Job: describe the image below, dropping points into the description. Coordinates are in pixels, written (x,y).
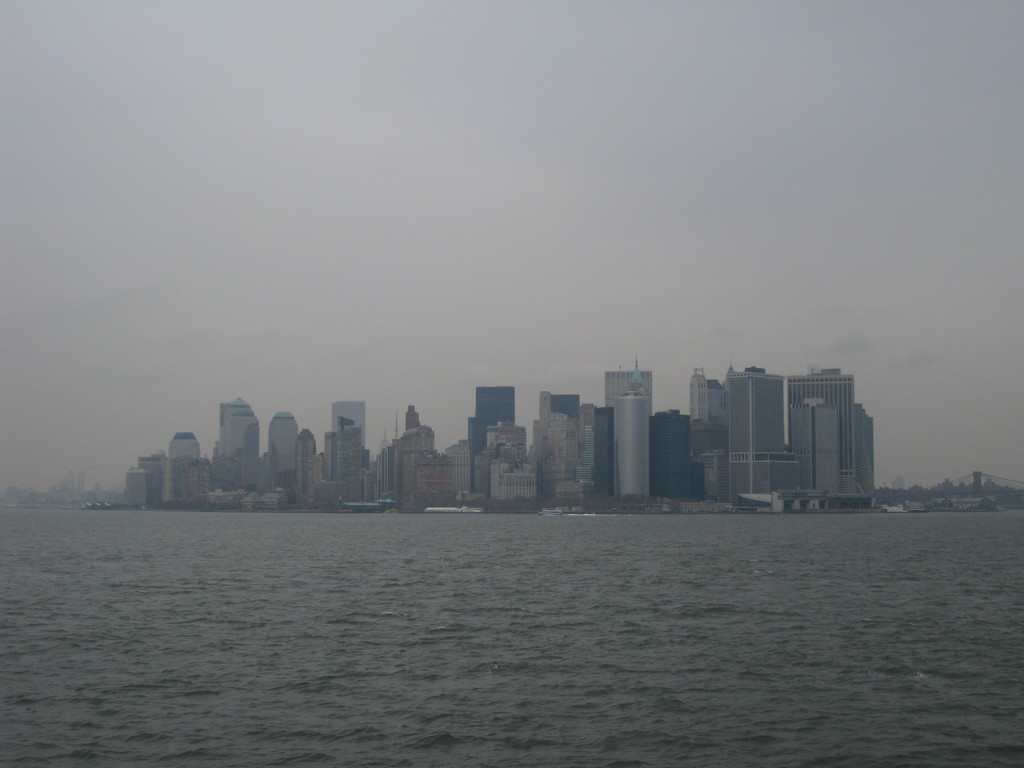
In this picture we can see water (477,596), in the middle of the image (636,375) we can find few buildings (628,450).
